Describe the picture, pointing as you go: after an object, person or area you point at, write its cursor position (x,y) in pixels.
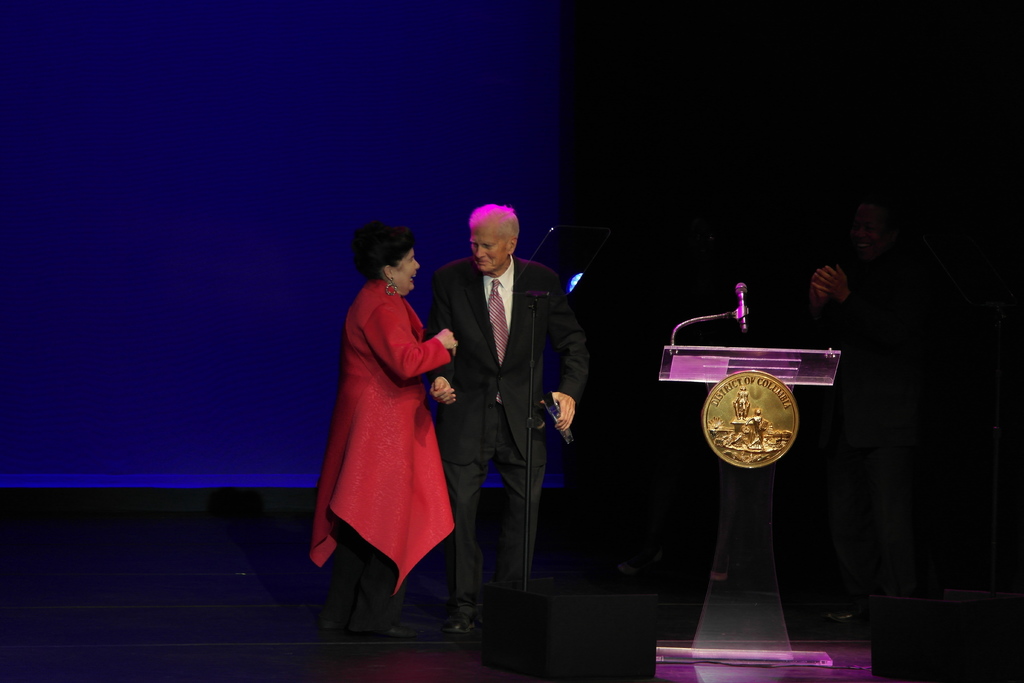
In this image I can see a woman (401,418) wearing red and black colored dress (408,432) and a man (507,366) wearing black and white colored dress (510,342) are standing. I can see a podium (733,474), and microphone (745,304) on the podium (721,353), a person (859,294) standing, the screen (276,105) and the dark background (836,80).
